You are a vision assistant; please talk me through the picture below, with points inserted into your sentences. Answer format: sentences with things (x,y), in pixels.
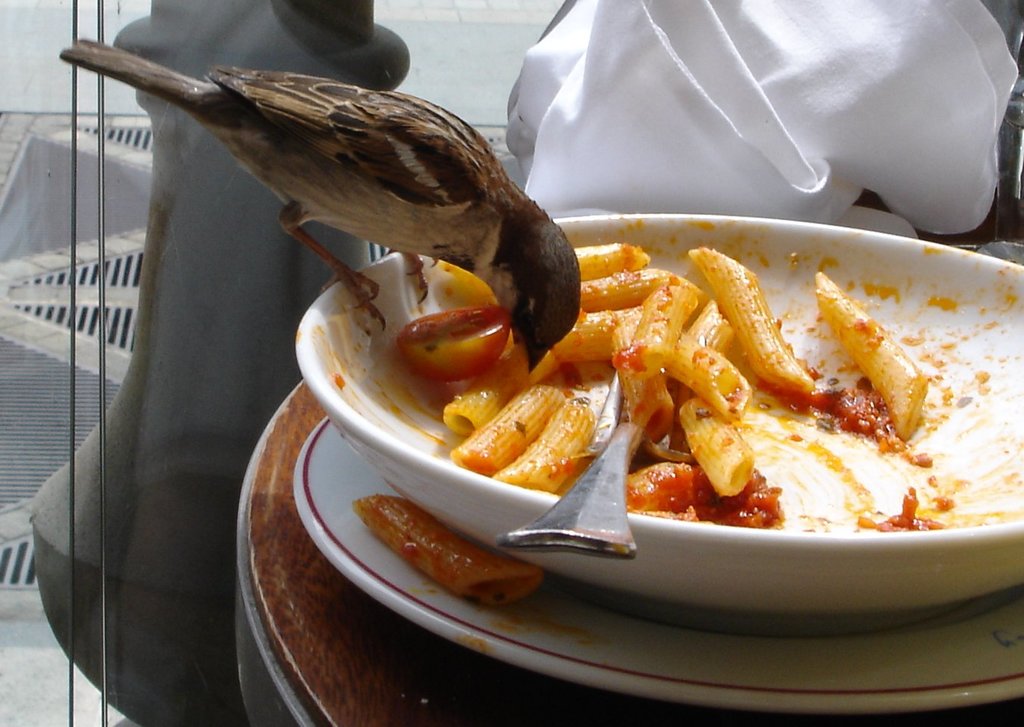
In this image there is a bird (552,310) eating food (467,309) from the plate (768,418) and there is a spoon (604,425) on the plate (750,418). In the background (522,164) there are objects (259,253) which are grey and white in colour and there is a glass (108,303).
